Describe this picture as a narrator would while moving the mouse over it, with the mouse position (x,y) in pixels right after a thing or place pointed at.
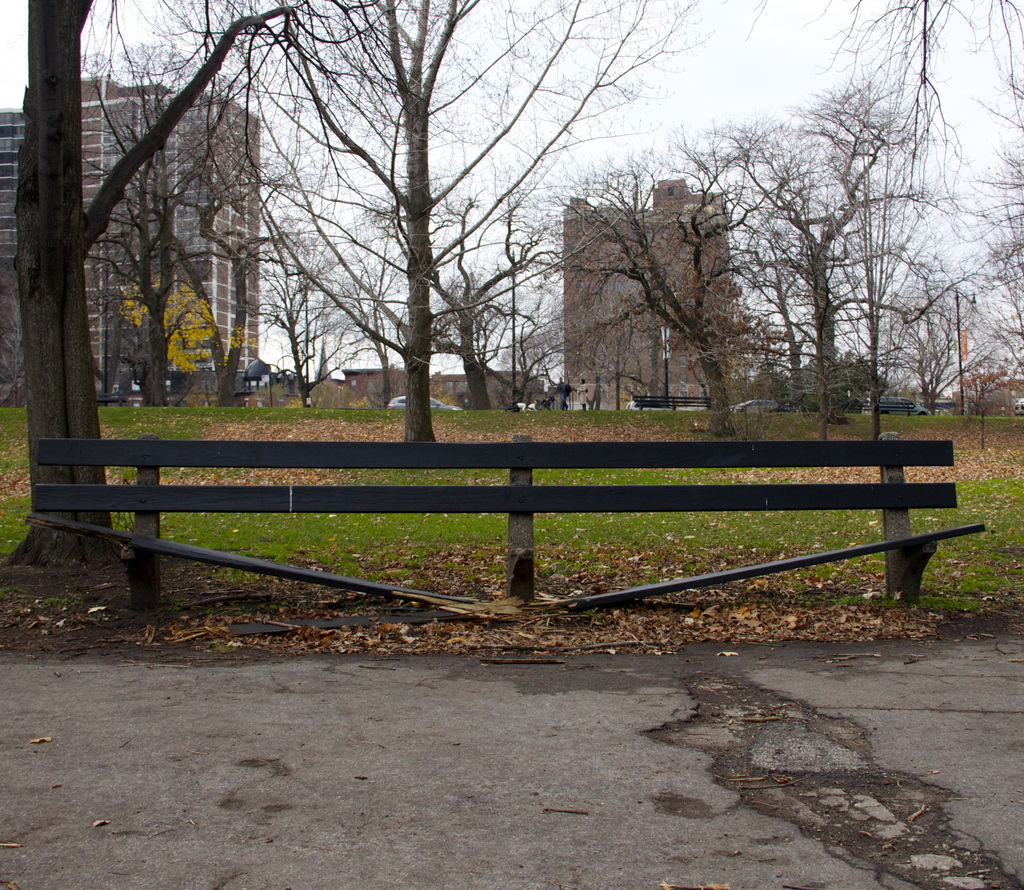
There is a garden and in between the garden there are few dry trees (764,282). In front of the garden (84,592) there is a road (944,836) and behind the garden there are two tall buildings (185,263) and in the background (534,201) there is a sky (803,25).
